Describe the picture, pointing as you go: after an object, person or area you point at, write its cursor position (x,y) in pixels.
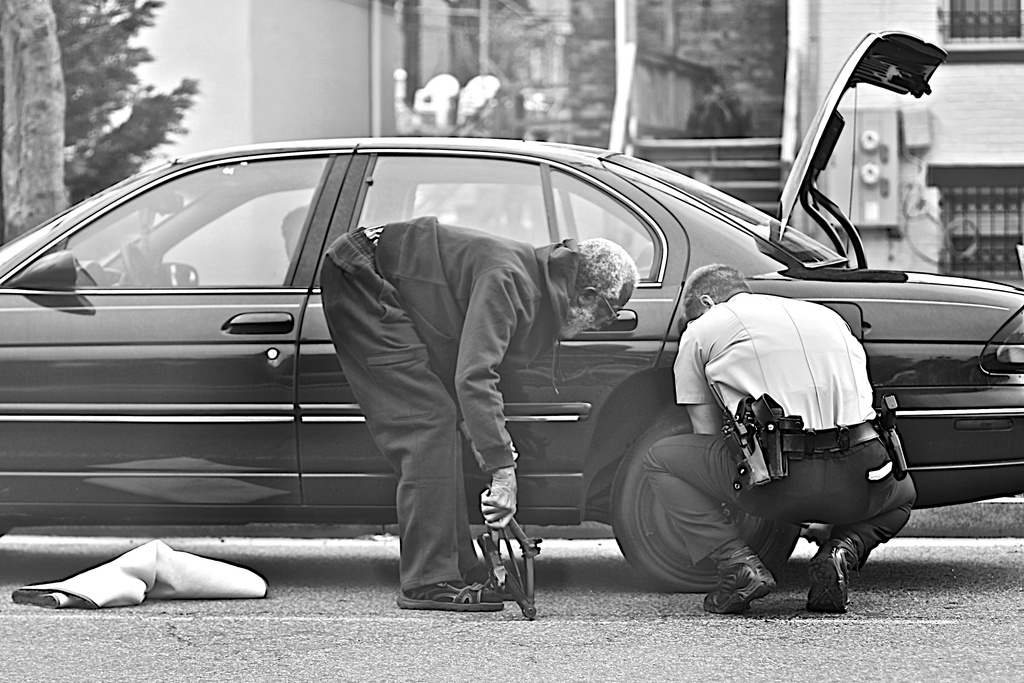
It is a black and white image. In this image, we can see two persons (398,502) on the road (761,639). They are near to the car (664,393). Here a person (367,348) holding an object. Background (97,102) there is a blur view. Here we can see walls (930,111), glass objects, plant (148,123), tree trunk (32,132) and few things (398,117).
